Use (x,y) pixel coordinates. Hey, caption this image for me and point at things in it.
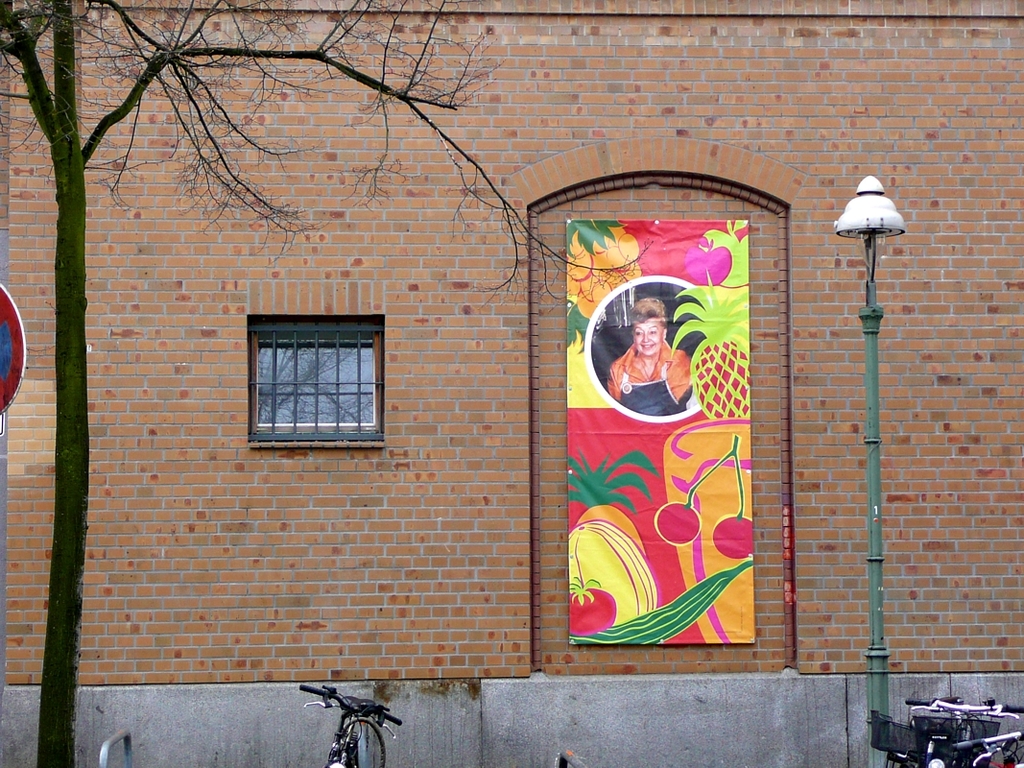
At the bottom of the image (1018,703) we can see some bicycles (976,741). Behind the bicycles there is a pole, tree (69,308) and sign board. Behind them there is a building (561,248), on the building (520,292) there is a banner (648,637).
